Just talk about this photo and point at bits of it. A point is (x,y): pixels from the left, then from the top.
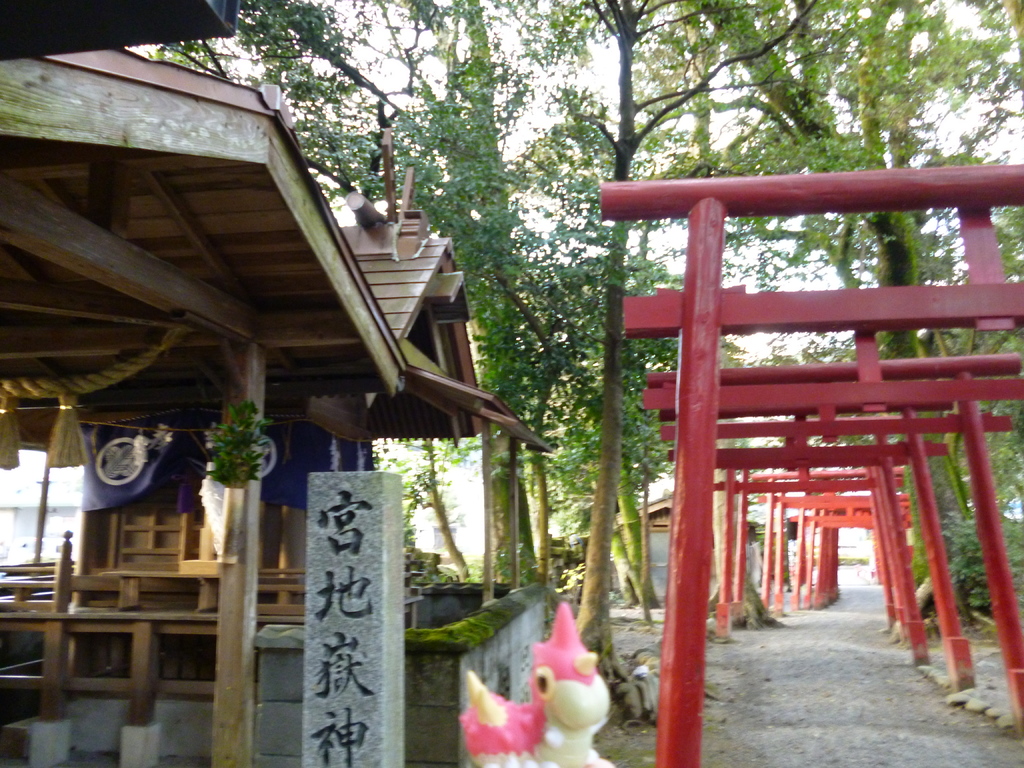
In the image there are some objects (689,188), beside that there is a toy (555,690) and on the left side (112,192) there is a wooden roof (251,291), under the roof (101,100) there are wooden benches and in the background (518,335) there are trees (784,108).
